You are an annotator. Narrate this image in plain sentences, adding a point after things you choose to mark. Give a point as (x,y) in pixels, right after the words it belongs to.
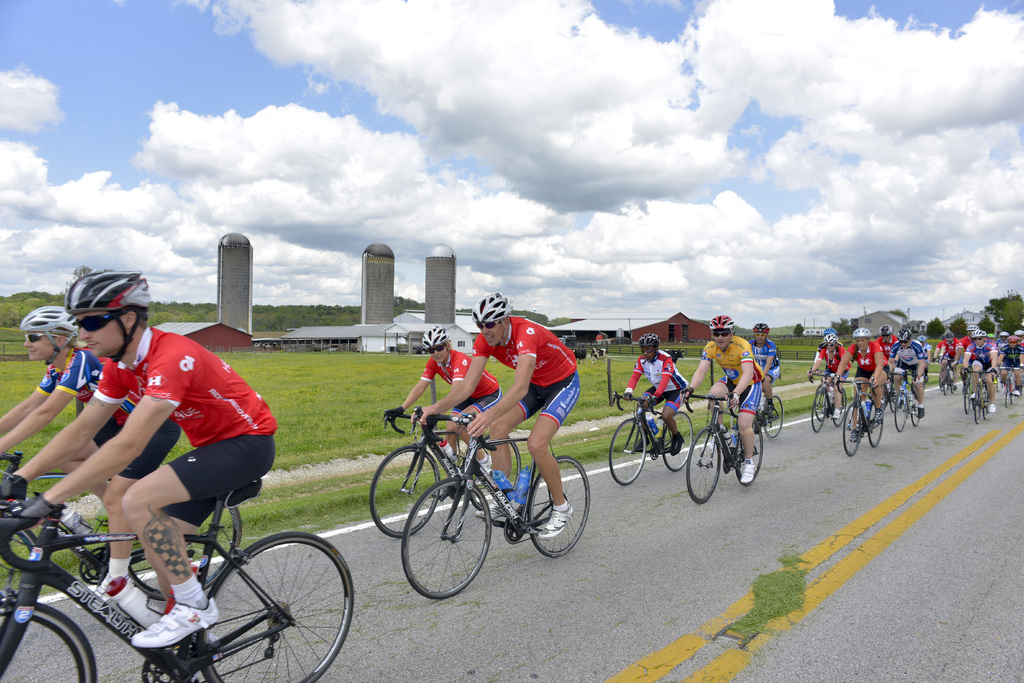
In this image in the center (445,407) there are some people (151,452) who are sitting on a cycle (641,449) and riding. At the bottom (625,583) there is a road (500,552), and in the background (19,305) there are some houses (416,324), trees (268,317) and some towers (240,250) and grass (322,373). At the top of the image (415,131) there is sky (595,140).
